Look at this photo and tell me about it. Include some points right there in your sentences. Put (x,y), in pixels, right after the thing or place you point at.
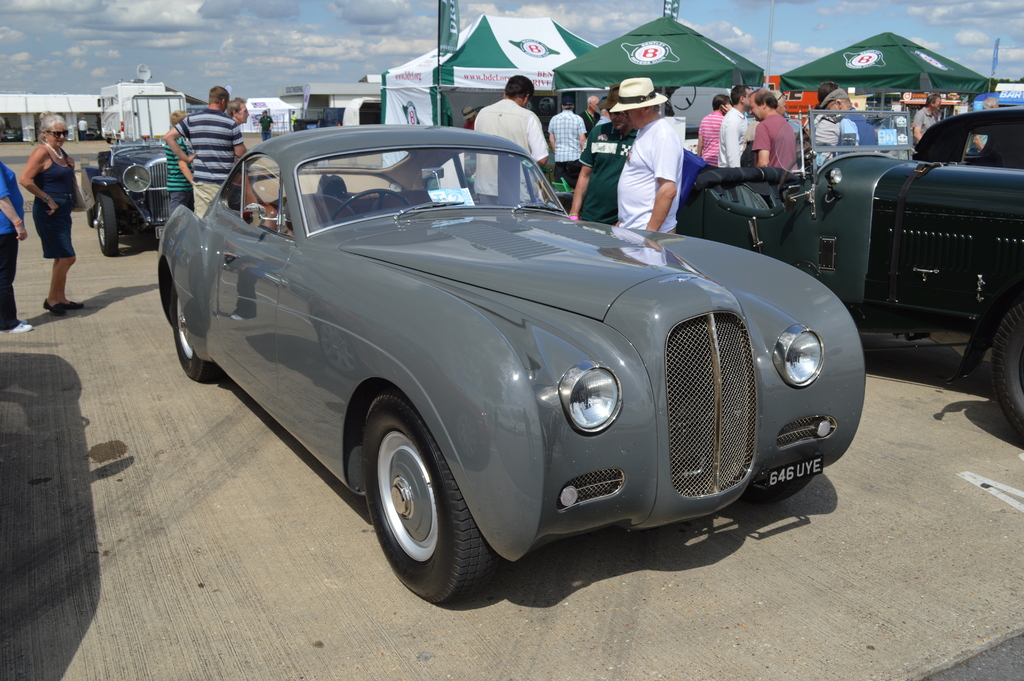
In this picture there are vehicles (566,288) and there are group of people (58,139). At the back (489,56) there are tents (390,95) and buildings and there are flags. At the top (345,46) there is sky (328,28) and there are clouds (270,35). At the bottom (273,505) there is a road (532,565).
